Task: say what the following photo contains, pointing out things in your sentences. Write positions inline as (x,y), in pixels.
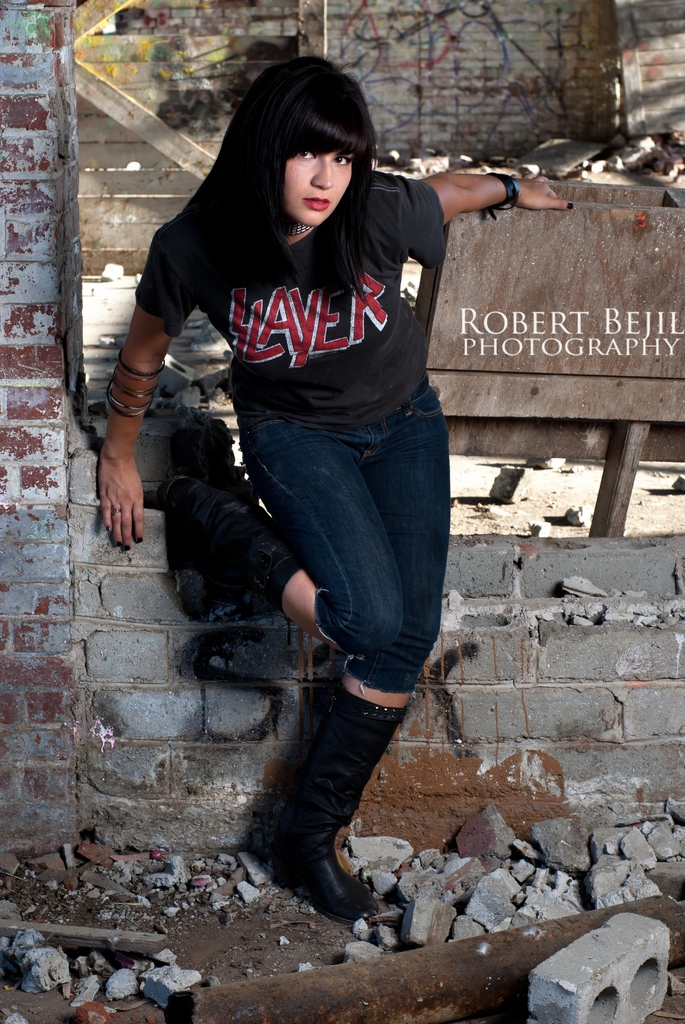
In the middle of the image (240,356), there is a woman (228,267) in a T-shirt (216,295), holding an object (610,271), on which there is a text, keeping one foot (208,557) on a brick wall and other feet (301,834) on a ground (192,897), on which there are stones (451,866). In the background (461,113), there is a wall (253,37).
